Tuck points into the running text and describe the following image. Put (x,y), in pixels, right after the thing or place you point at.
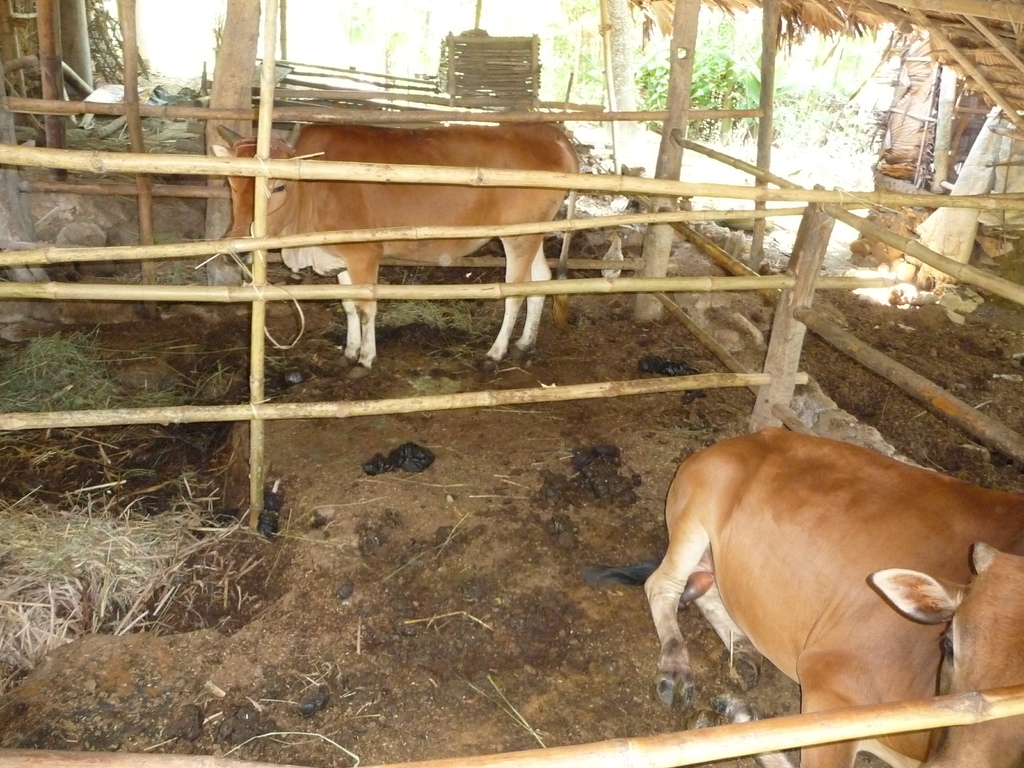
In this image, we can see cows (313,249) on the ground (533,627). Here we can see wooden objects (999,443), plants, grass (516,710) and few things (684,202). Here we can see dung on the ground (1005,399).
